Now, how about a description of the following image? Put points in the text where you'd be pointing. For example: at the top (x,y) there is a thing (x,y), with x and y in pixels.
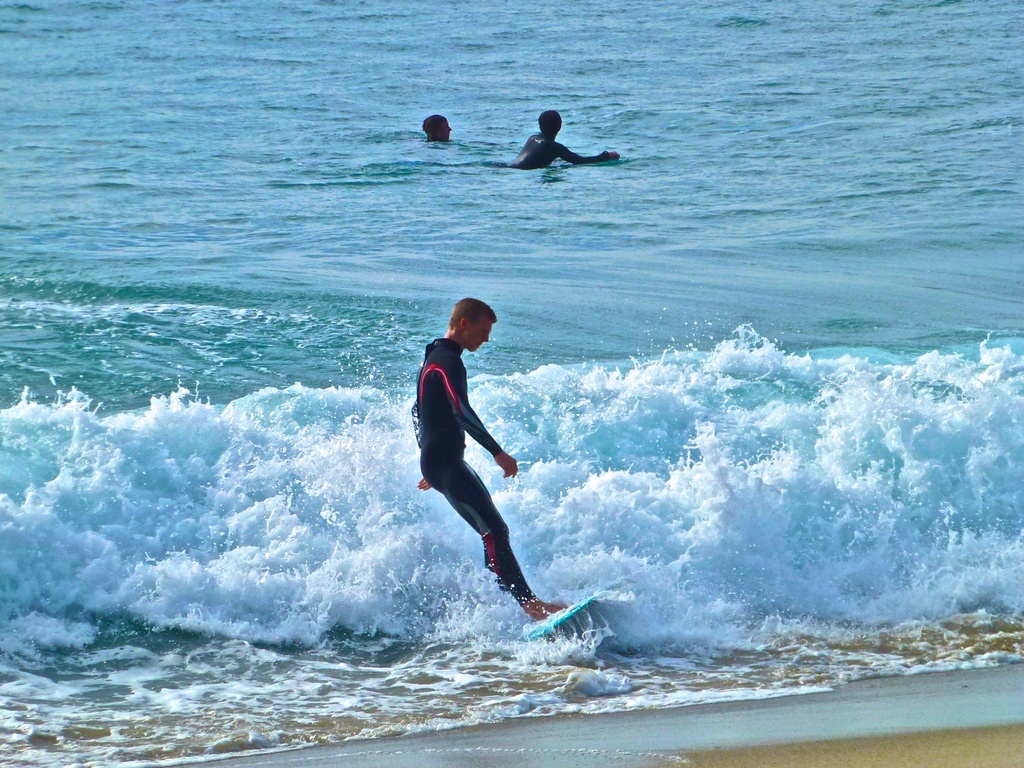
In the picture we can see the ocean (124,209) with blue color water (893,514) and in it we can see a man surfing on the surfboard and two people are swimming in the water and near to the water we can see a path (885,741) with sand (845,735).
